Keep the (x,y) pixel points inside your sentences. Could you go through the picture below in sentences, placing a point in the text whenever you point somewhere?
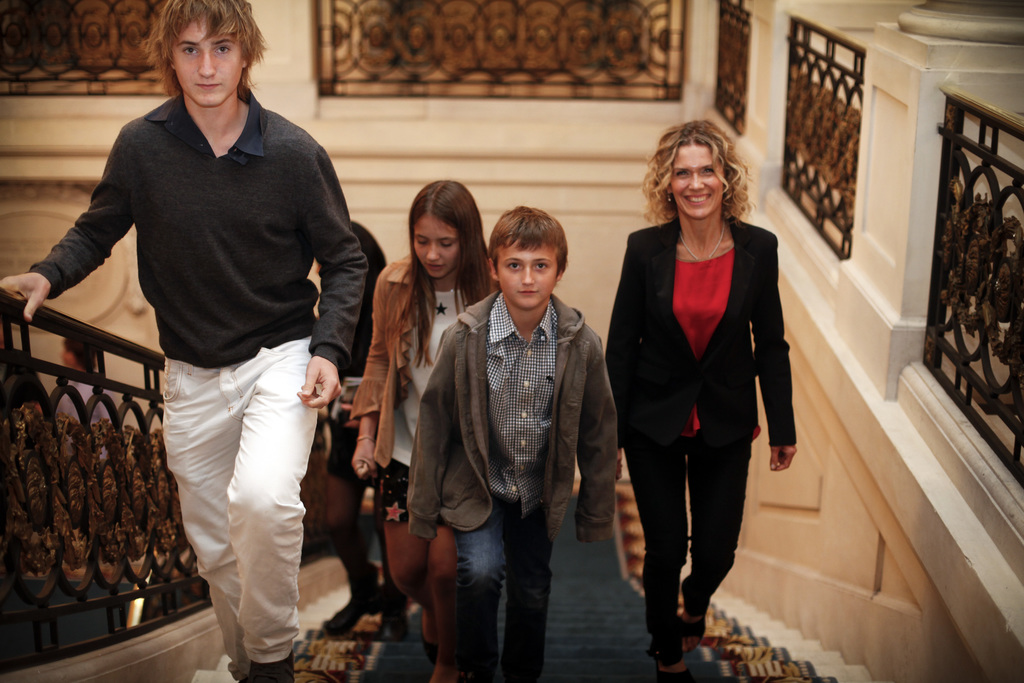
In this image there are so many people (620,450) climbing up from the stairs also there is a fence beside them.
